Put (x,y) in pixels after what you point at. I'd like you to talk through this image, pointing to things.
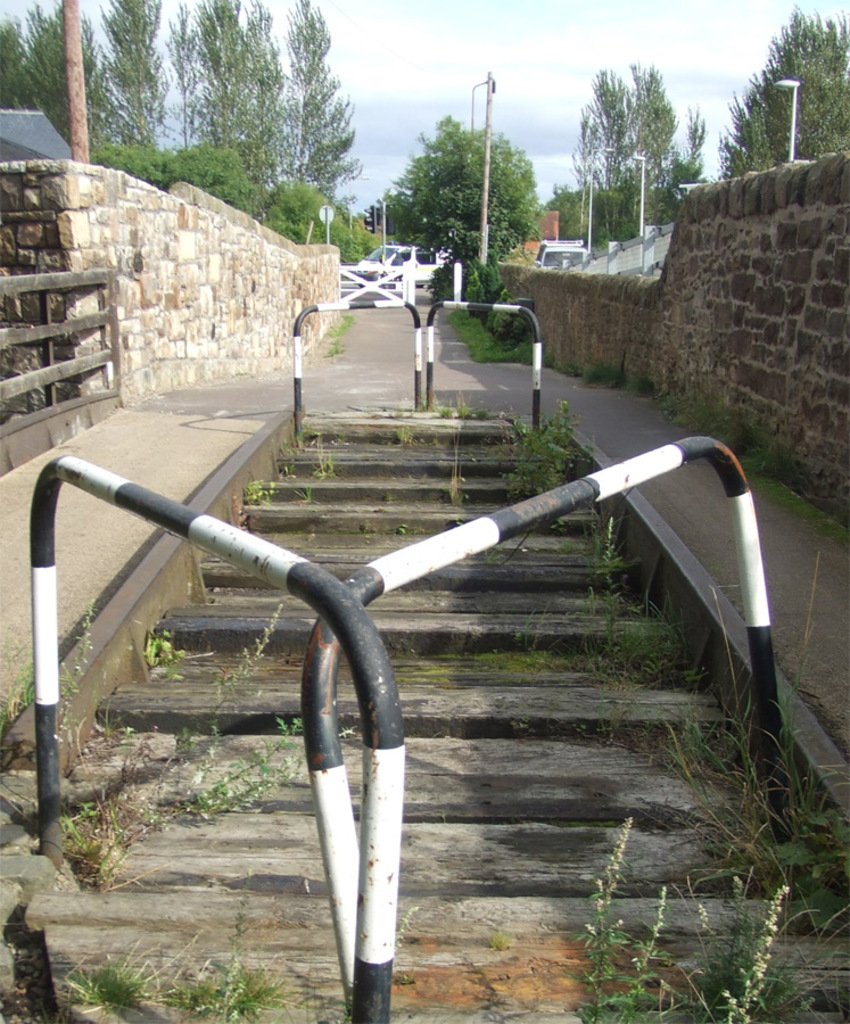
In the picture we can see a wooden steps (419,694) on the path (106,538) with some iron poles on it and on the steps (220,695) we can see some plants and on the other sides of the path (808,587) we can see the walls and behind it, we can see plants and trees (834,101) and in the background (394,0) also we can see some cars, poles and a sky (336,8) with clouds (334,24).
